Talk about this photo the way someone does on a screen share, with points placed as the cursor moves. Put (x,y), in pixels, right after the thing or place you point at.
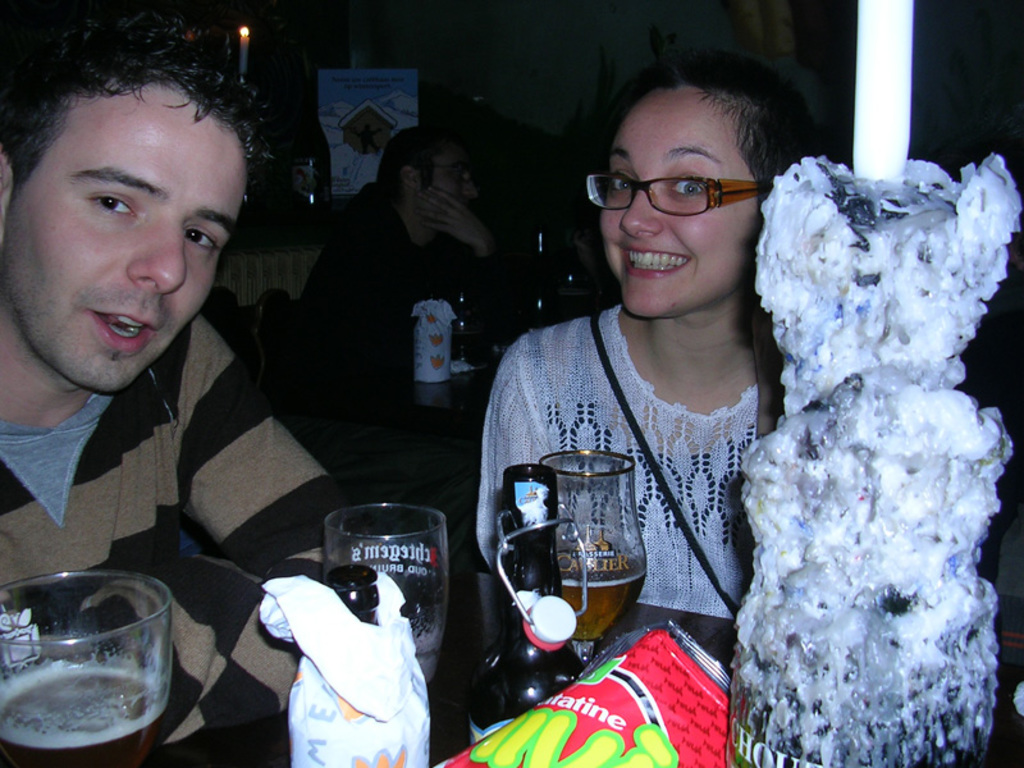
In this image, there is a table (482,640), on that table (633,616) there are some glasses (616,579) and beer bottles (536,560), at the left side (16,367) there is a man (117,445) sitting, there is a girl (729,453) sitting and she is wearing specs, at the background (350,281) there is a person (392,260) sitting on the chair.
